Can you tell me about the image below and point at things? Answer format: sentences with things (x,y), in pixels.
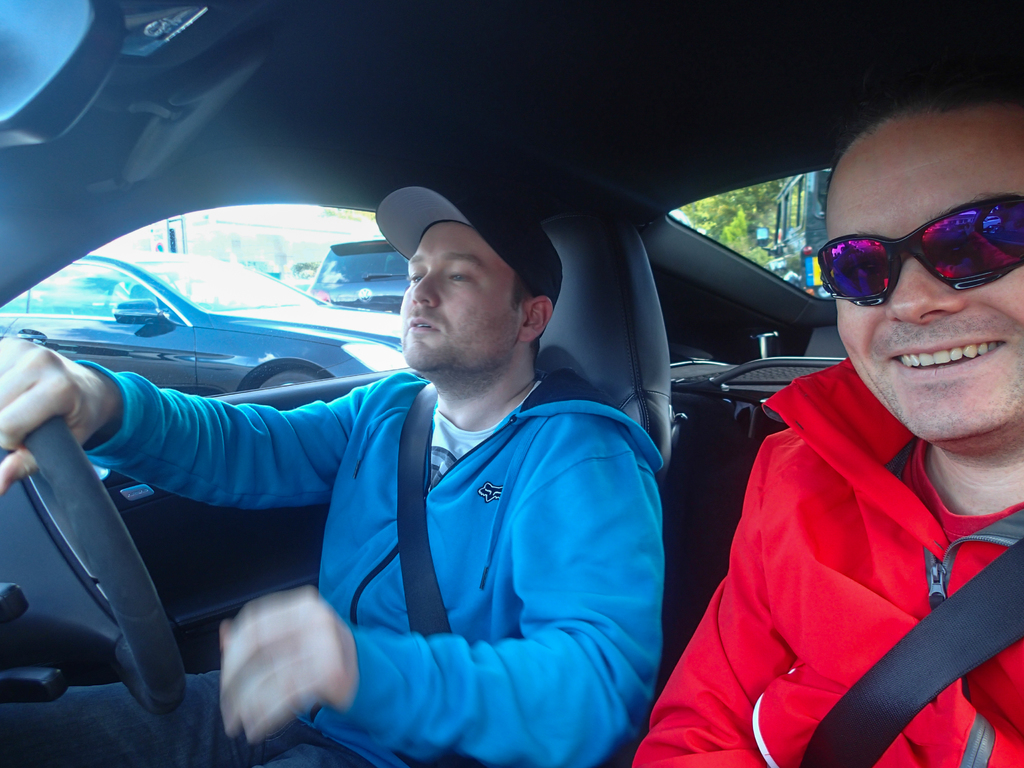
In this image we can see two persons (577,490) sitting inside a car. One person (549,571) wearing blue coat (489,469) and a cap (491,219) is holding steering wheel (56,431) with his hand (41,410). Other person (748,563) is wearing red coat (867,491) and goggles (889,282). In the background (167,288), we can see group of cars (355,247) and trees (749,203).
